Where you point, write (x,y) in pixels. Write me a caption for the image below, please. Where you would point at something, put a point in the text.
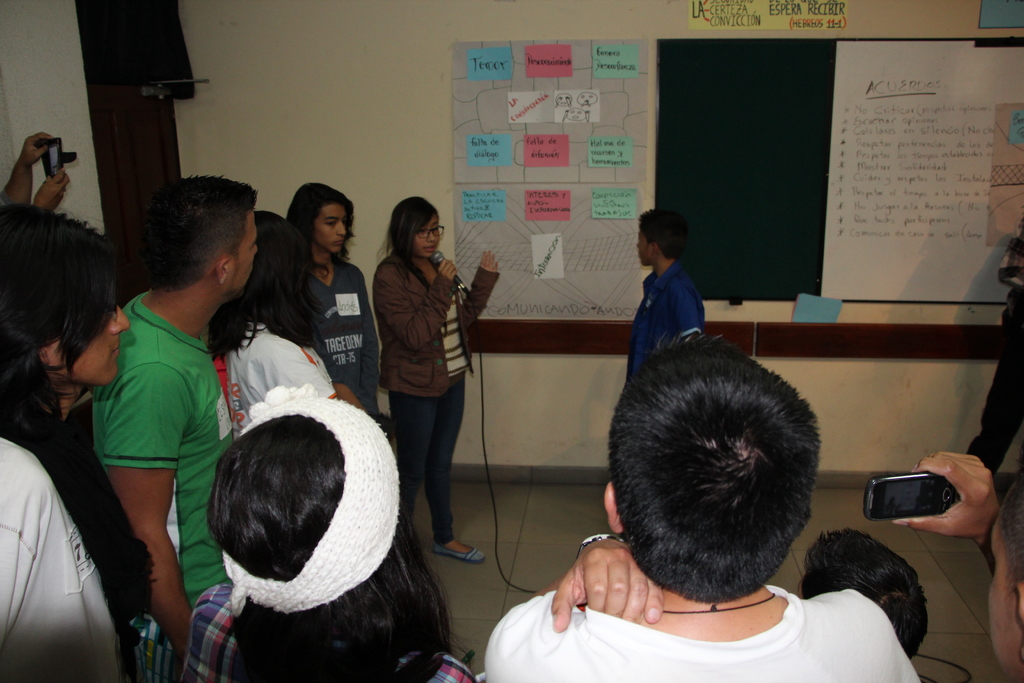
In this image we can see a group of people (423,438) standing on the floor (887,530). In that a man (916,524) is holding a cellphone (881,517) and a woman (406,371) is holding a mic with a wire (501,573). On the backside (988,282) we can see a board (974,283) on a wall (518,359) with some papers (604,221) pasted on it and a door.
